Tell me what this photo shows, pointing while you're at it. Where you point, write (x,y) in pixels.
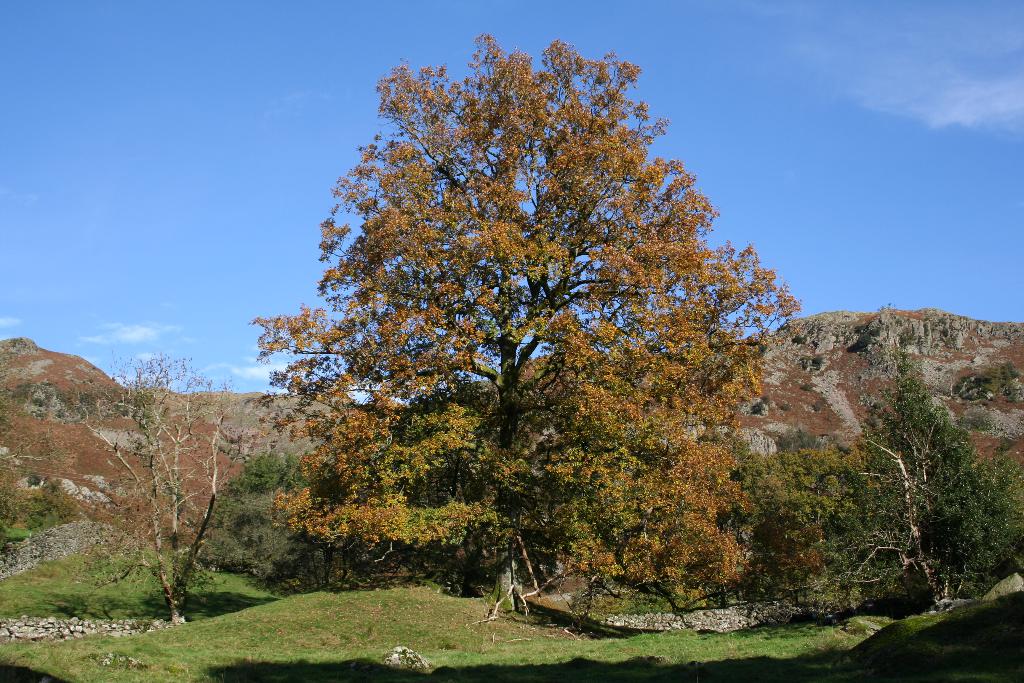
In this image we can see some trees (499,513) and grass (78,556) on the ground (403,605) and we can see the mountains (241,455) in the background (820,341) and at the top (203,29) we can see the sky (203,29).
